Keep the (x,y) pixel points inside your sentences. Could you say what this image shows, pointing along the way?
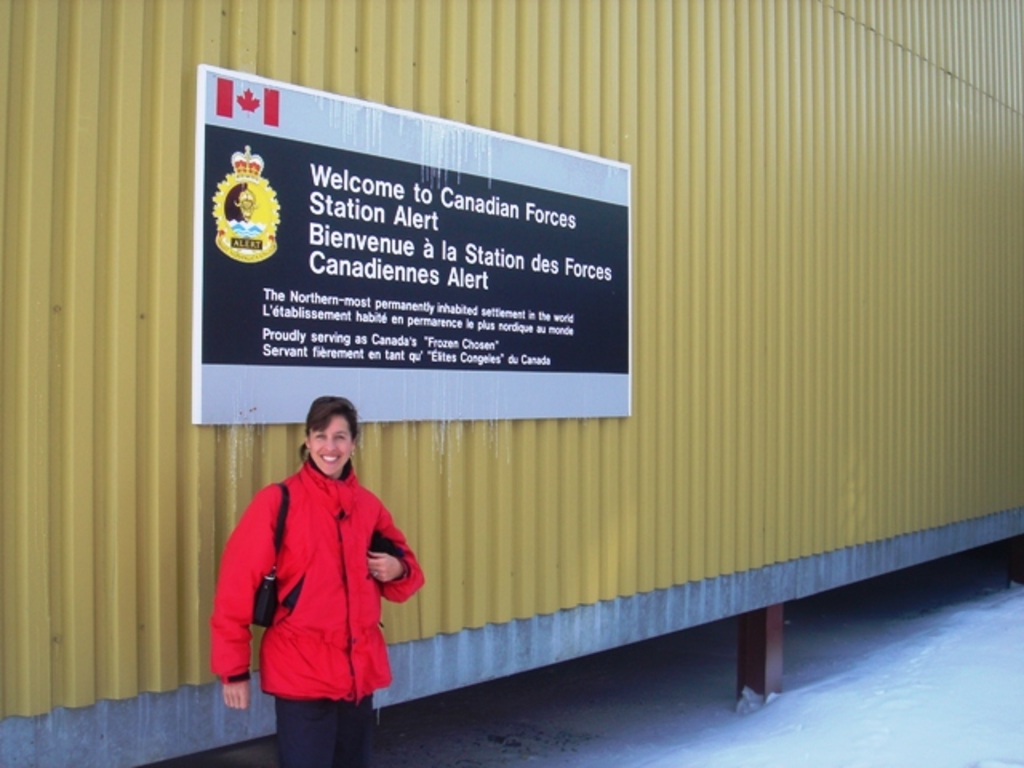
In the image it seems like a container (852,517) and there is a board (272,289) attached to it with some logos (231,178) and text (386,305), in front of the container (276,473) there is a woman (295,719), she is standing and laughing.
